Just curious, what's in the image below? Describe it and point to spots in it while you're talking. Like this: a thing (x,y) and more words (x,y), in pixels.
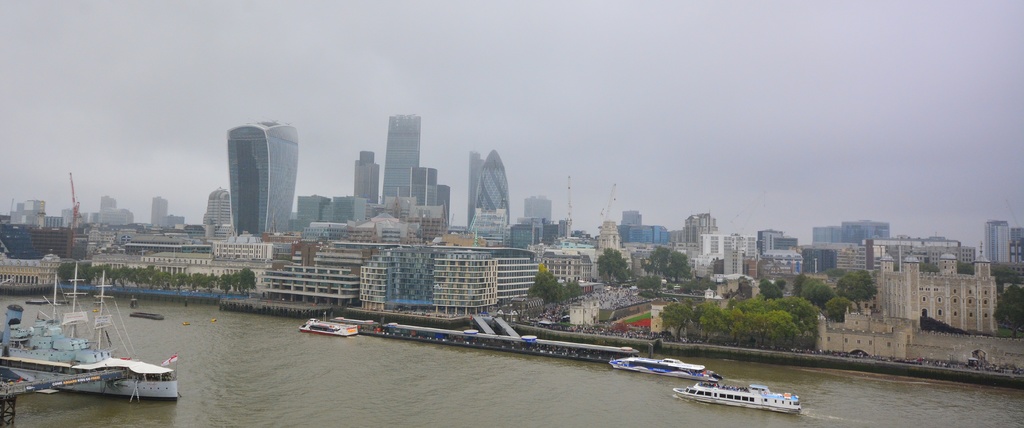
In this picture we can see some boats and a ship (105,384) on the water (184,415) and behind the boats (345,329) there are trees (658,284), buildings (480,243), skyscrapers (366,192) and a sky (572,50).
